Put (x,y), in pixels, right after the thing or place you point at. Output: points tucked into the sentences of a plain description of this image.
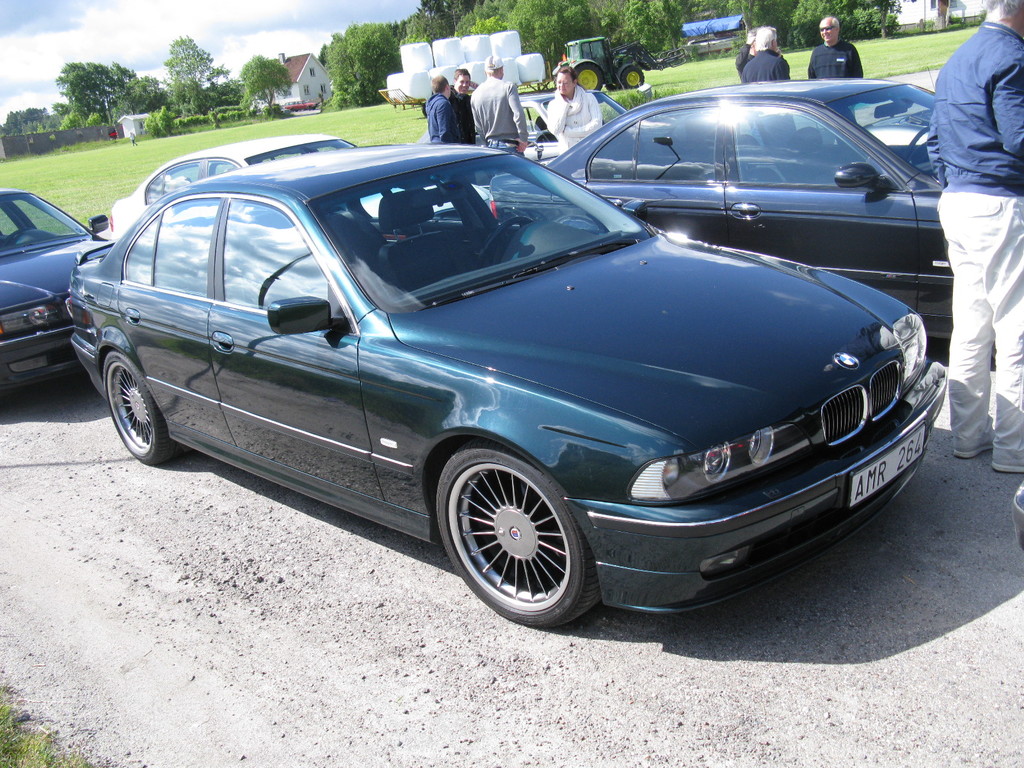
In the image we can see there are many vehicles (308,328) on the road (853,675). These are the headlights (730,451) and number plate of the vehicle (881,427). There are even people (587,130) standing and they are wearing clothes (963,196). This is grass (190,141), plant (182,119), trees (688,16), object (450,68) white in color and cloudy pale blue sky (102,14).
